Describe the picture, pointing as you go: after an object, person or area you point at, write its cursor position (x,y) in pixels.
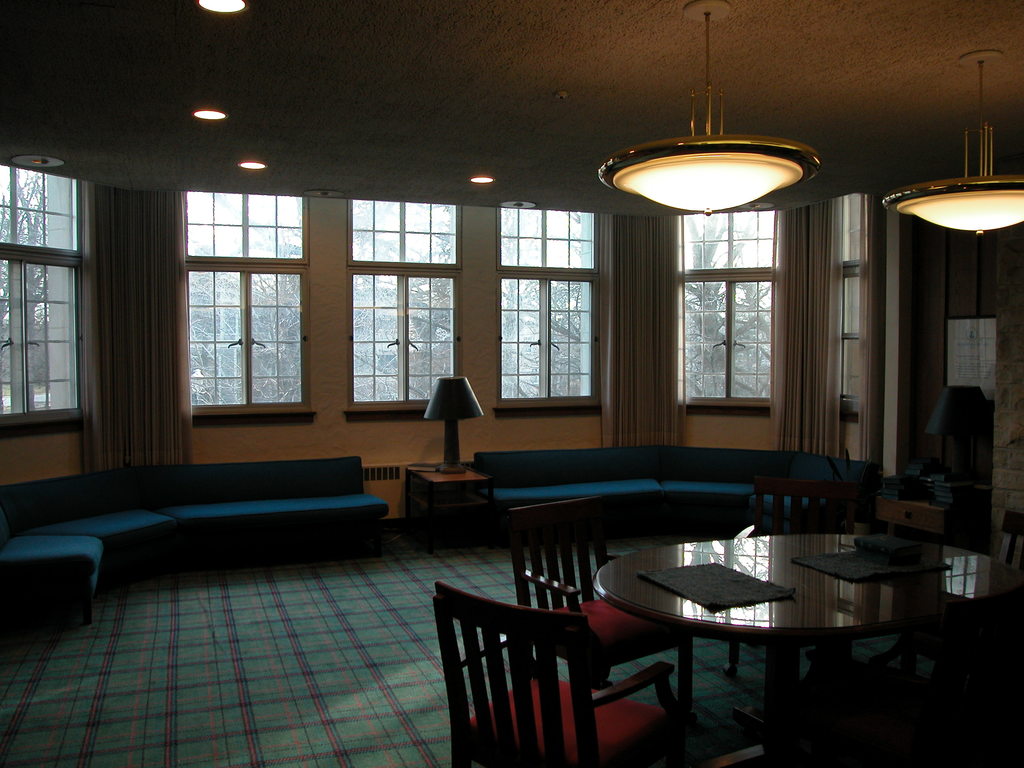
The image is taken in the room (383,389). In the center of the image (370,494) there are sofa's (610,479) in between the sofa's (89,575) there is a stand (432,498) and there a lamp (457,455) placed on the stand (441,492). On the right (768,630) there is a dining table (784,631). There are napkins (705,573) placed on the dining table (796,611). In the background (542,387) there are windows (269,341) and curtains (124,293). At the top (618,173) there are lights (479,180) and a chandelier (731,195).
